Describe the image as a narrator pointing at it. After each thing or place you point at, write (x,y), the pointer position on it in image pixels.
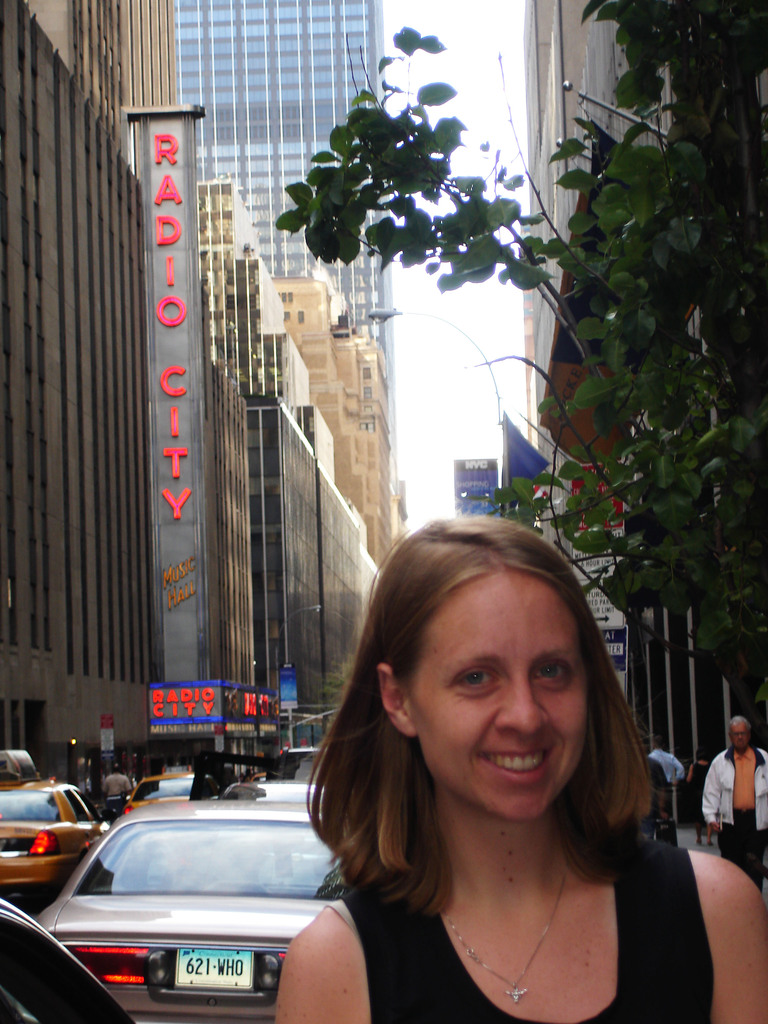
In the foreground of the picture (455,740) there is a woman (470,885), she is smiling. On the left (143,853) there are cars (163,827) on the road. On the right (715,760) there are people (706,765) walking on footpath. At the top (611,215) there are trees (725,428). In the background (244,414) there are buildings (258,516).
